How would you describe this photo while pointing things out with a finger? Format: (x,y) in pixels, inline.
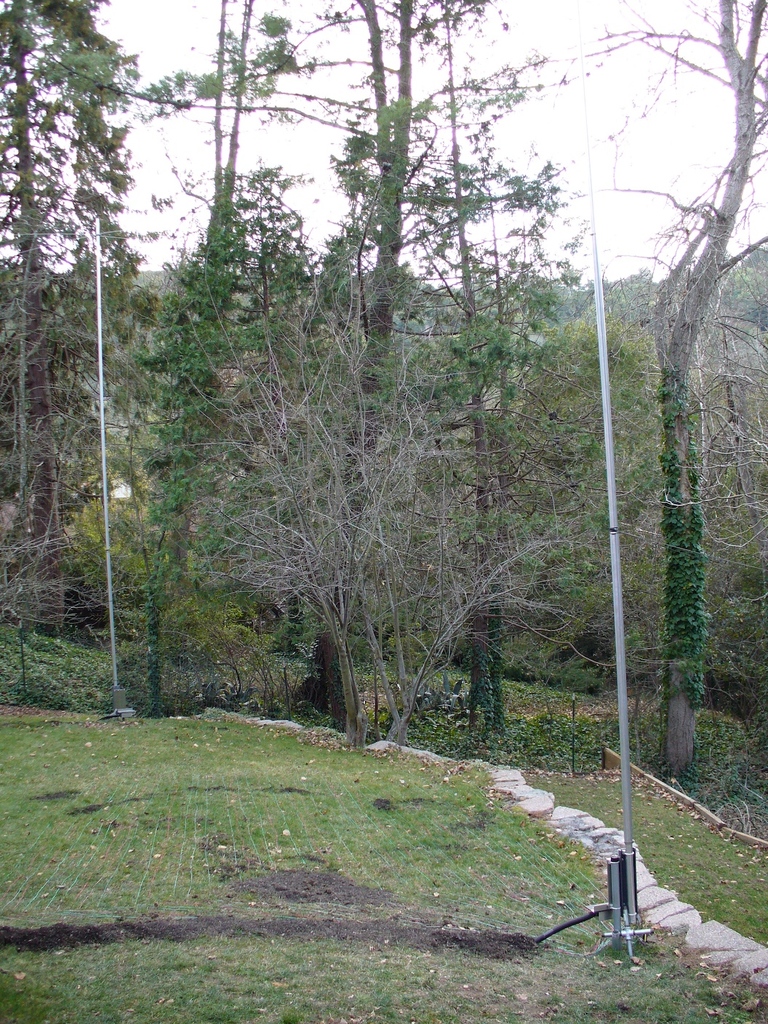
In the foreground of this picture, there is a grass (565,888), poles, trees (460,534) and on the top (565,63), there is the sky (565,63).
